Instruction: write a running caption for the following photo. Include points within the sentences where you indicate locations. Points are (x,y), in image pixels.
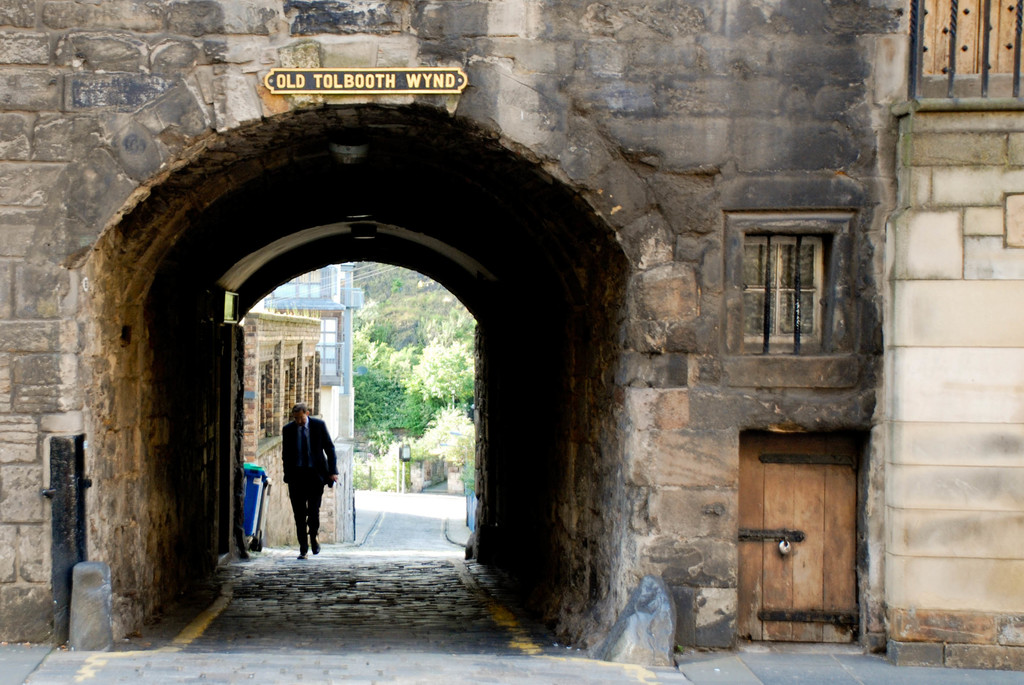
In this image we can see a tunnel (224,456) which is of stone (485,371) a person (301,511) wearing suit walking through the tunnel (232,454) and in the background of the image (398,421) there are some trees (417,357), houses (331,345). There is door (804,462) and window (767,230) to the tunnel (127,452).
